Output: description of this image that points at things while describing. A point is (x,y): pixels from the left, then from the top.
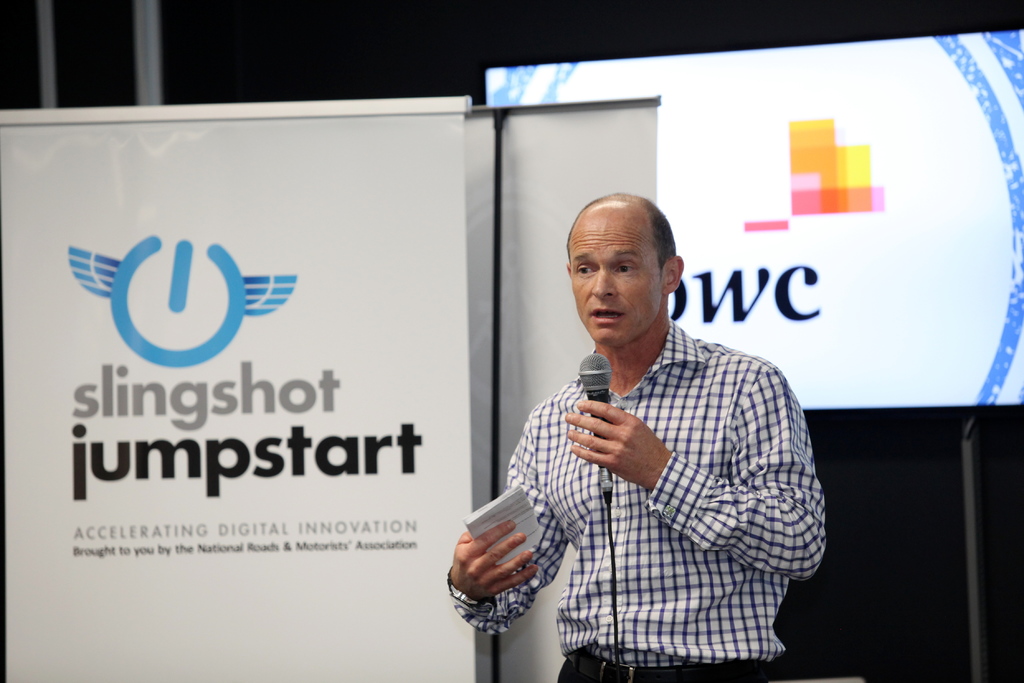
In the center of the image (615,363) there is a person (681,459) standing with mic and paper (487,518). In the background (882,391) there is a screen (791,187) and advertisement (275,255).
